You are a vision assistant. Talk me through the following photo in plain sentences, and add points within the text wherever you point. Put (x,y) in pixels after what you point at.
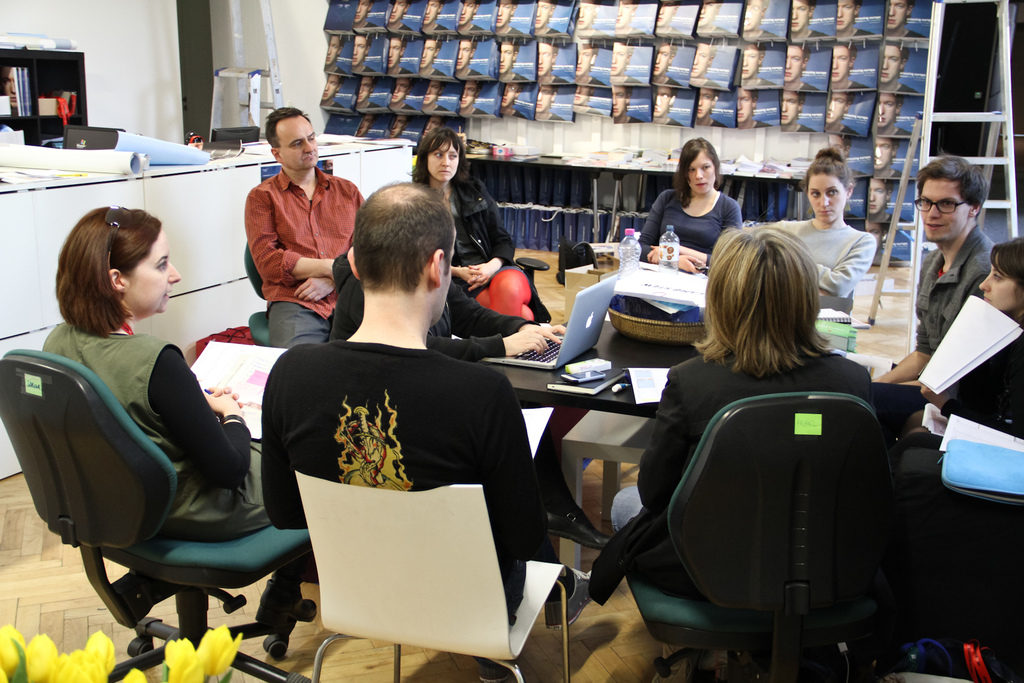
This picture might be taken inside the room (580,619). In this image, we can see a group of people (446,417) sitting on the chair (715,512) in front of the table (609,357), on that table (624,368), we can see a laptop (587,312), water bottle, basket (633,334), books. On the left side (184,215), we can see another table (161,166), on that table (198,207), we can see some charts (2,167), papers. In the middle of the image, we can also see some books (645,79) and a ladder (1008,61). On the left side (11,77), we can see a shelf (31,138), on the shelf (22,96), we can see some books (10,90). On the left corner (167,667), we can see flowers (142,676) which are in yellow color.
